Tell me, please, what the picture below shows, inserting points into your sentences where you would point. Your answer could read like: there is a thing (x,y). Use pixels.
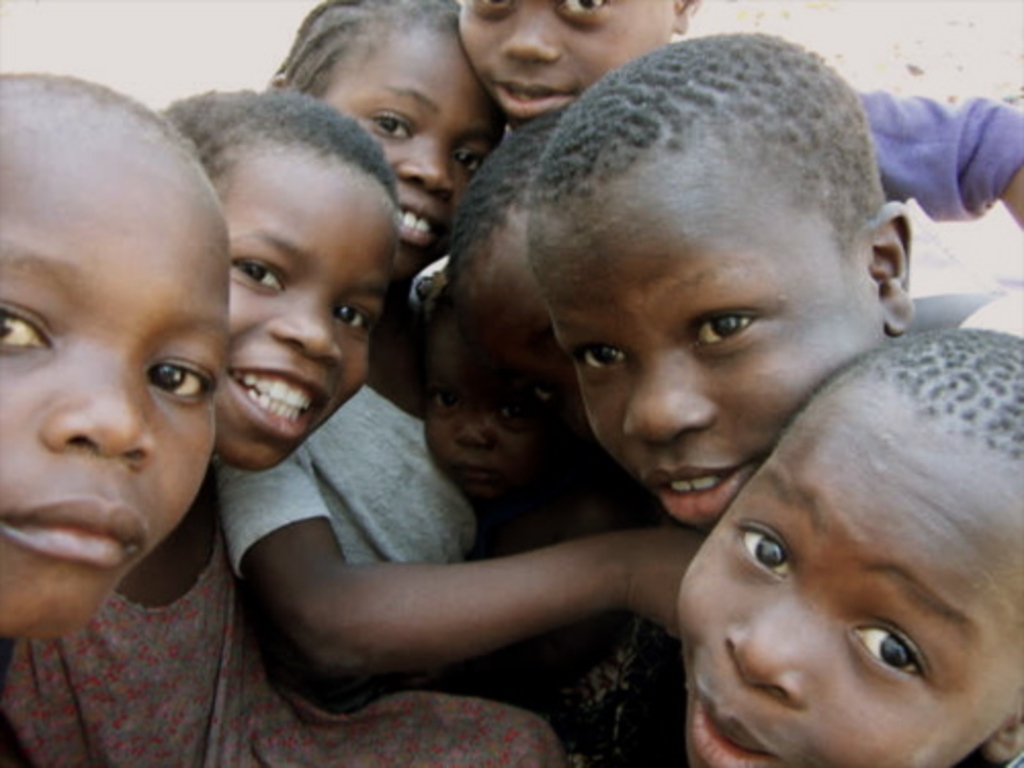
In this picture there are children (338,364) in the center of the image (495,343).
